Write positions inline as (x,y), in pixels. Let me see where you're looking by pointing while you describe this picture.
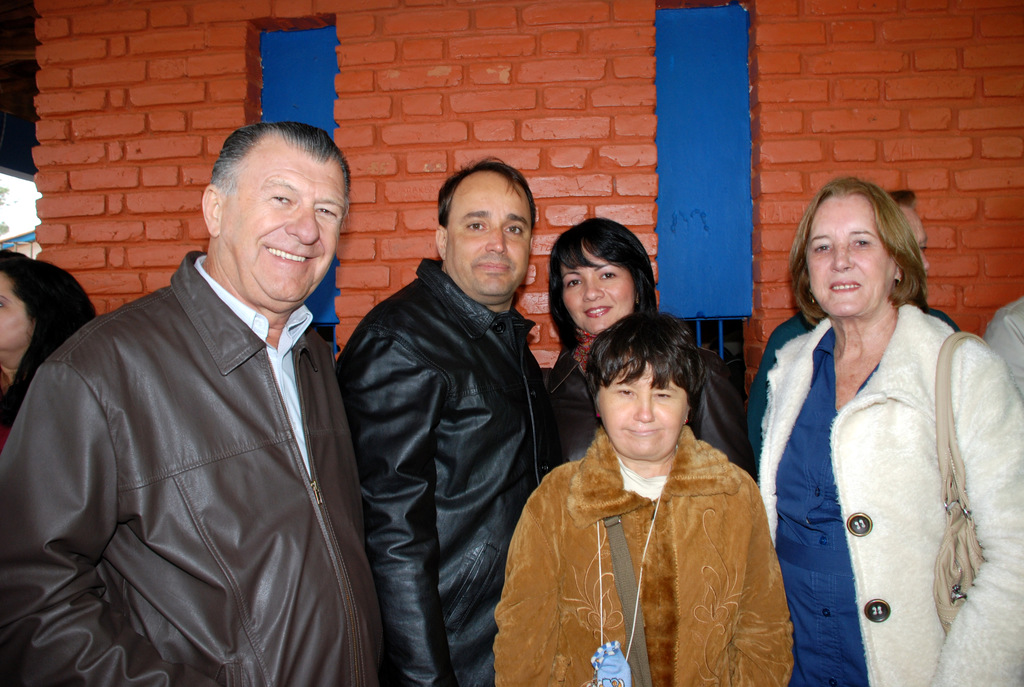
In this image, we can see a group of people (757,547) are standing and smiling. They are seeing. Background (562,136) we can see a brick wall (581,143).
